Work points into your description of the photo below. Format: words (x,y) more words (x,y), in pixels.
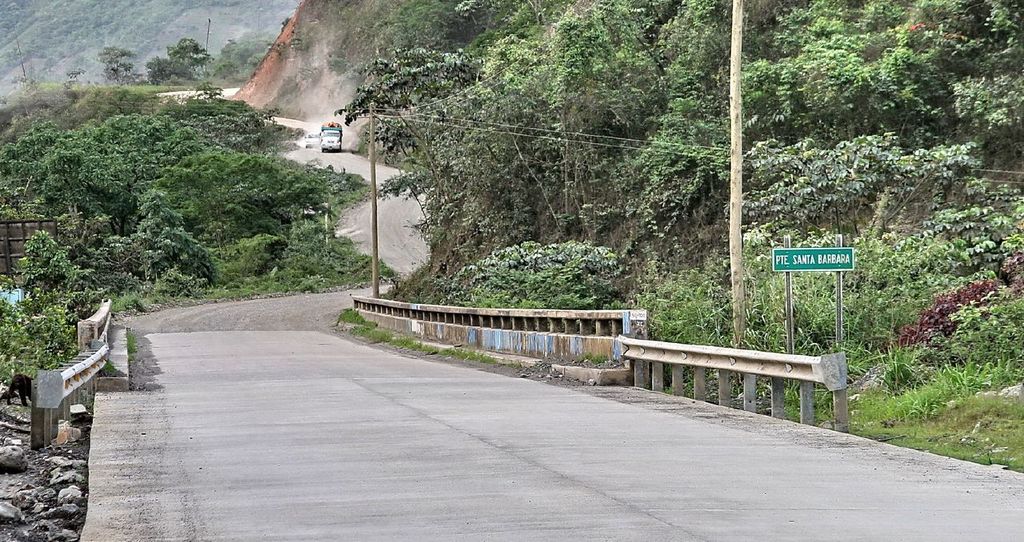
In the foreground (384,471) we can see the road (426,472). Here we can see the name board pole (792,306) on the side of the road (367,214). Here we can see a pole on the side of a road (379,205). Here we can see a animal (23,386) on the left side (26,402). Here we can see the rocks (74,468) on the left side (66,486). Here we can see the trees (327,179) on the left side (21,362) and the right side (709,133) as well. Here we can see the vehicles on the road (346,157).
